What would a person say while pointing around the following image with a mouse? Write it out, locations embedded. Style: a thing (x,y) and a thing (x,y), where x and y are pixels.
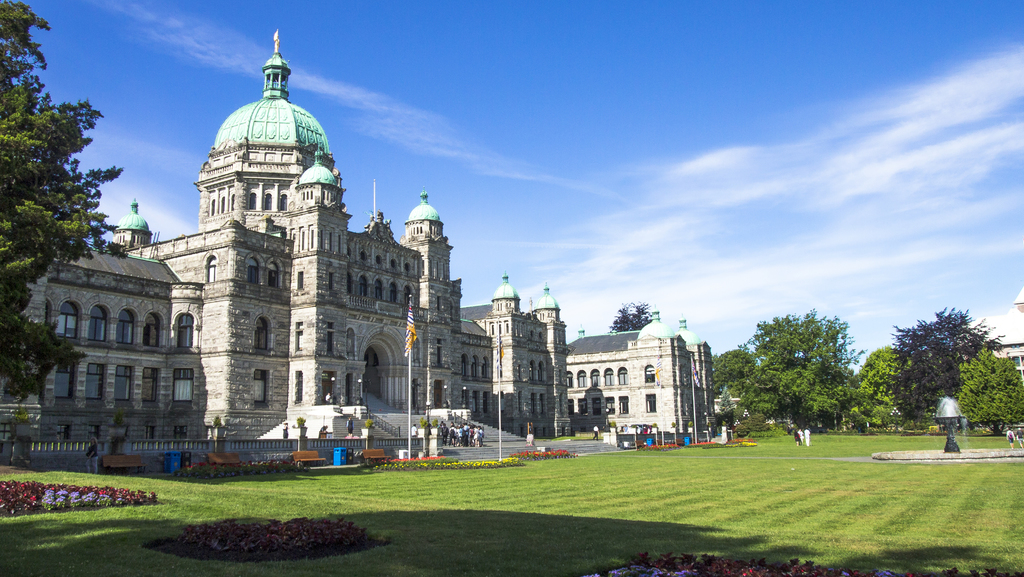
In this image there is grass (469,486) on the ground (551,475) and there is a castle (291,353). In front of the castle (402,358) there are persons (456,425) and there are flags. On the left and right there are trees (898,386) and the sky (801,182) is cloudy.
